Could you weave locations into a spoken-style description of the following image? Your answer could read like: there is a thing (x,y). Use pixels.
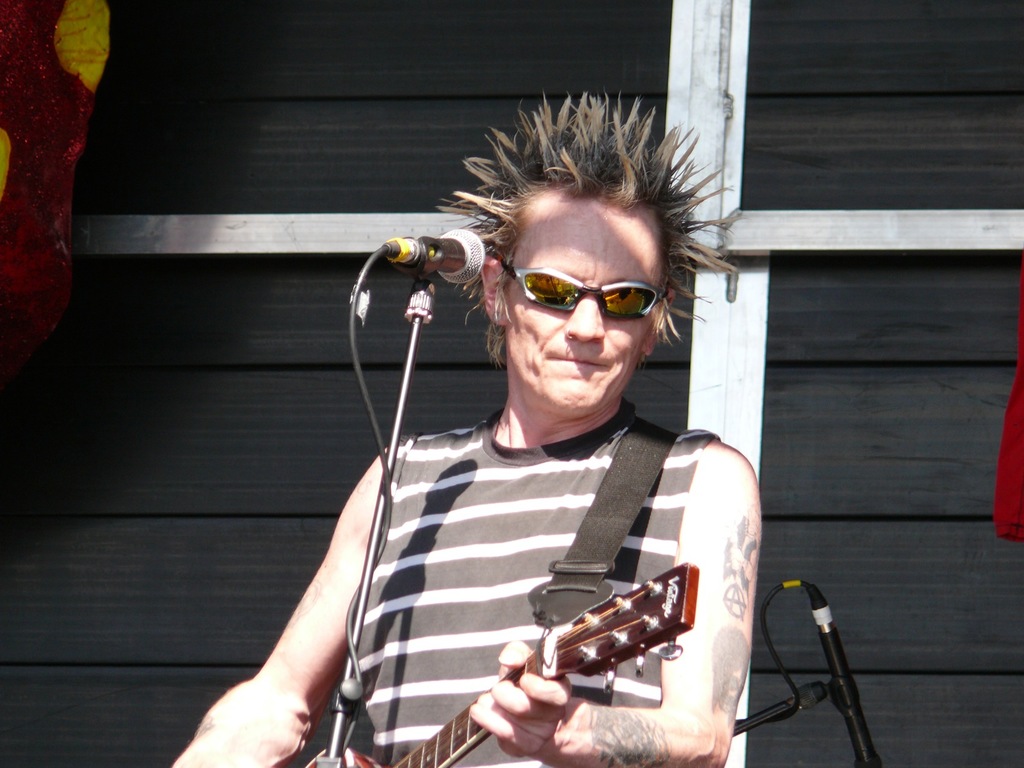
In the image there is a man (698,603) holding a guitar (627,617) and playing it in front of a microphone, in background (338,160) there is a black color wood door (935,375).
